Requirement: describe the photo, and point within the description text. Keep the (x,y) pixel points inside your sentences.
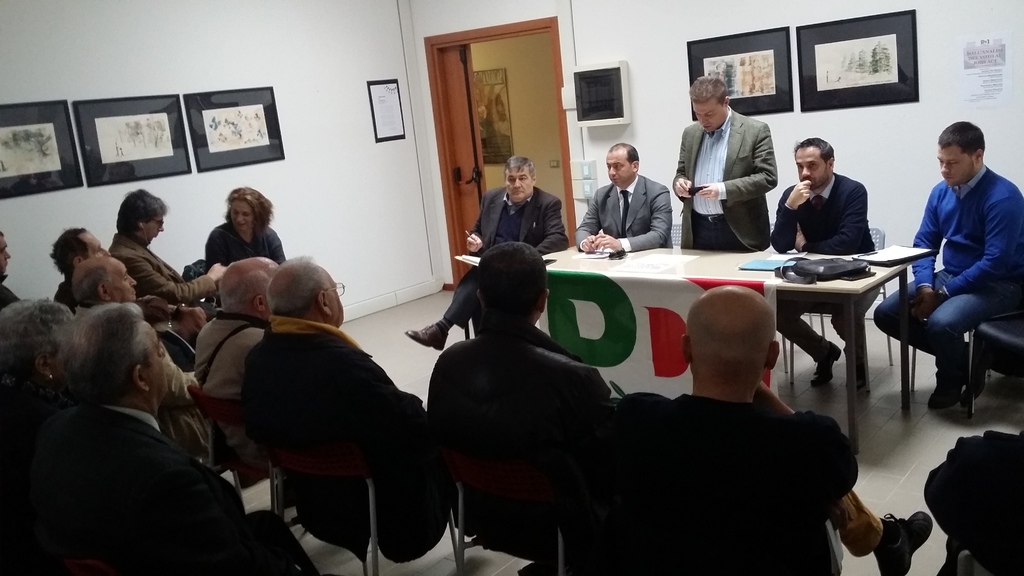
In this image I can see the group of people (213,385) with different color dresses (541,342). I can see the table (699,262) in-front of few people (645,247). On the table (679,273) I can see the papers (644,265) and black color objects (803,267). In the background (197,202) I can see the frames (499,136) to the wall (599,141).
